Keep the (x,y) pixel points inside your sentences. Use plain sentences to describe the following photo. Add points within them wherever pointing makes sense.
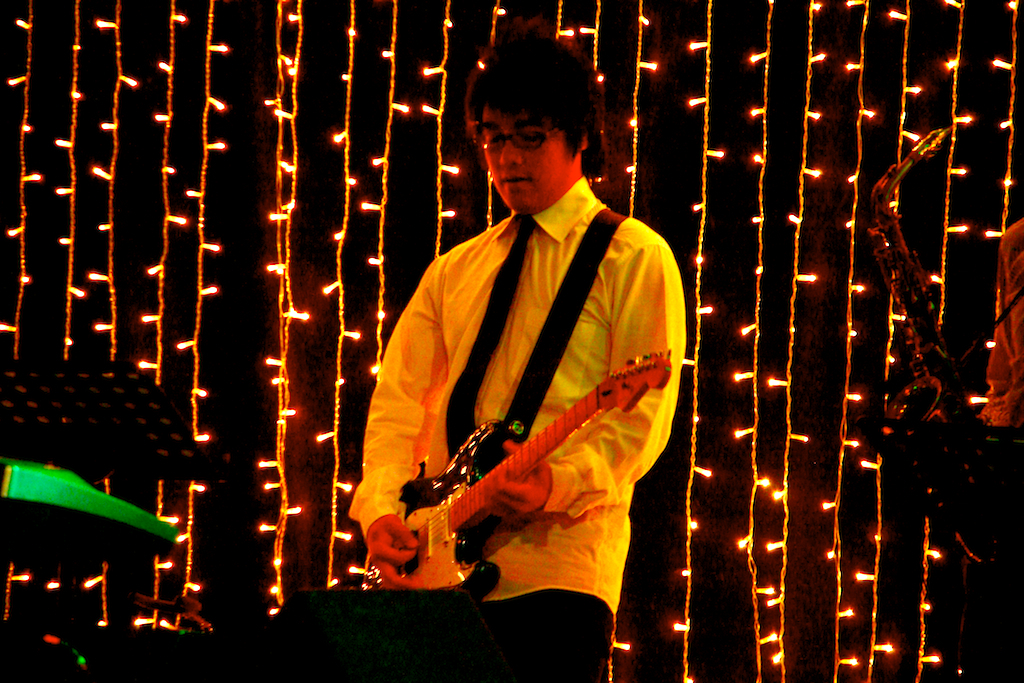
In the picture a person (520,281) is playing the guitar (478,527) and behind the person (543,285) there is a saxophone (927,389) and in the background (213,24) there are beautiful lights (376,266).
